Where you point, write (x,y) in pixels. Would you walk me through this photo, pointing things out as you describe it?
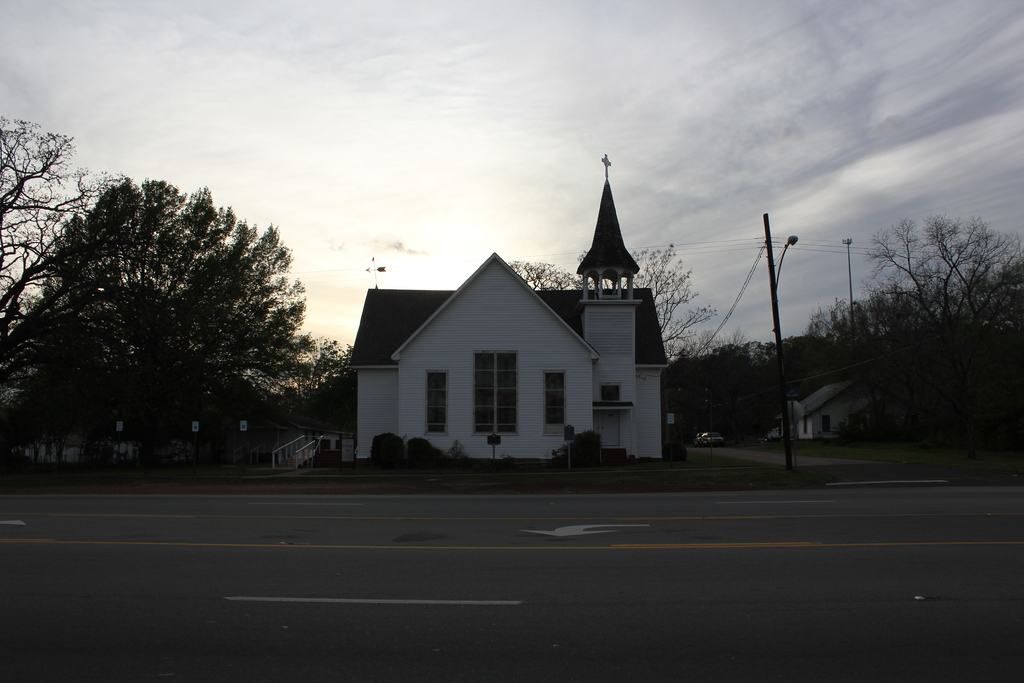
This image is taken outdoors. At the bottom of the image (416,550) there is a ground (619,515). At the top of the image (321,150) there is the sky (572,147) with clouds (744,77). In the background (169,420) there are a few trees (157,359) with green leaves (817,359), stems (879,343) and branches (683,271). There is a pole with a street light (792,240) and a few wires (701,243). There are a few houses (515,410) with walls (812,429), windows (495,401), doors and roofs (387,347). There is a railing (300,458) and there are a few stairs (300,458). A car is parked on the ground (724,463).
